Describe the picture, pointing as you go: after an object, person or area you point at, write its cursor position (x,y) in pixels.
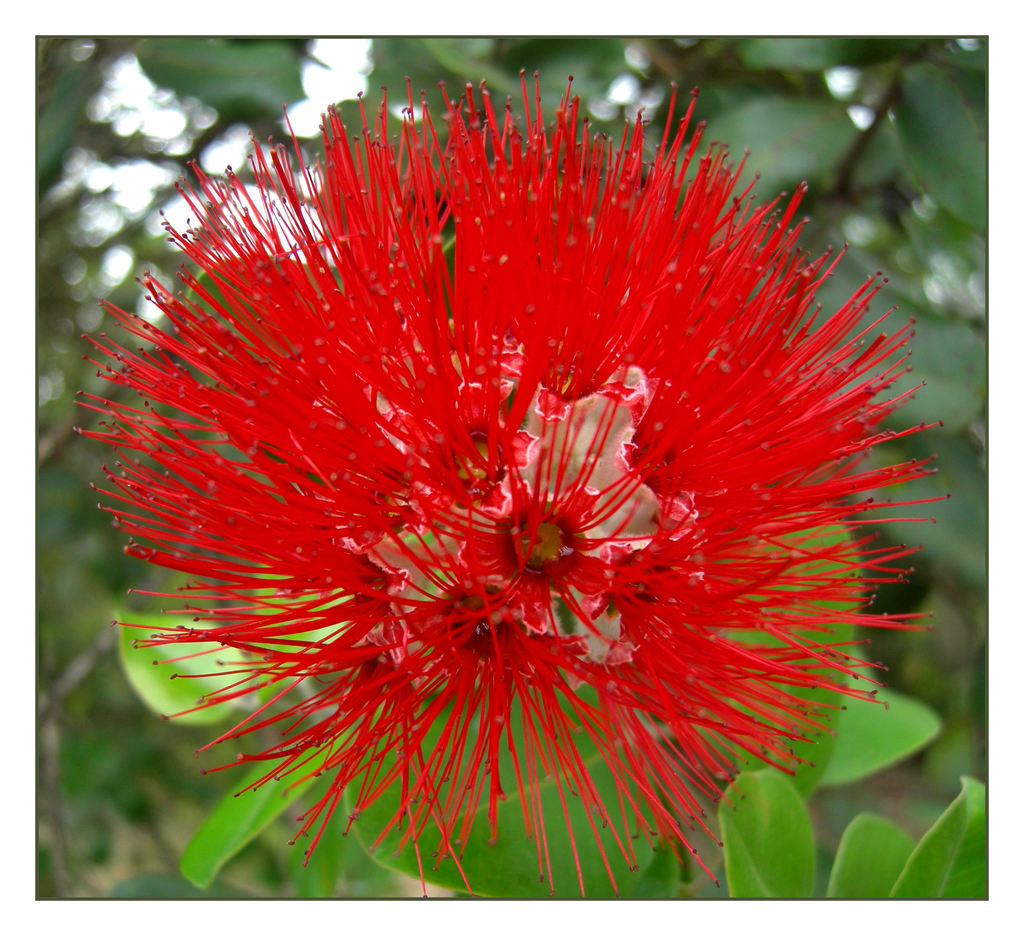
In this image we can see a red flower (256,322). In the background (152,725), we can see group of leaves (220,815).
